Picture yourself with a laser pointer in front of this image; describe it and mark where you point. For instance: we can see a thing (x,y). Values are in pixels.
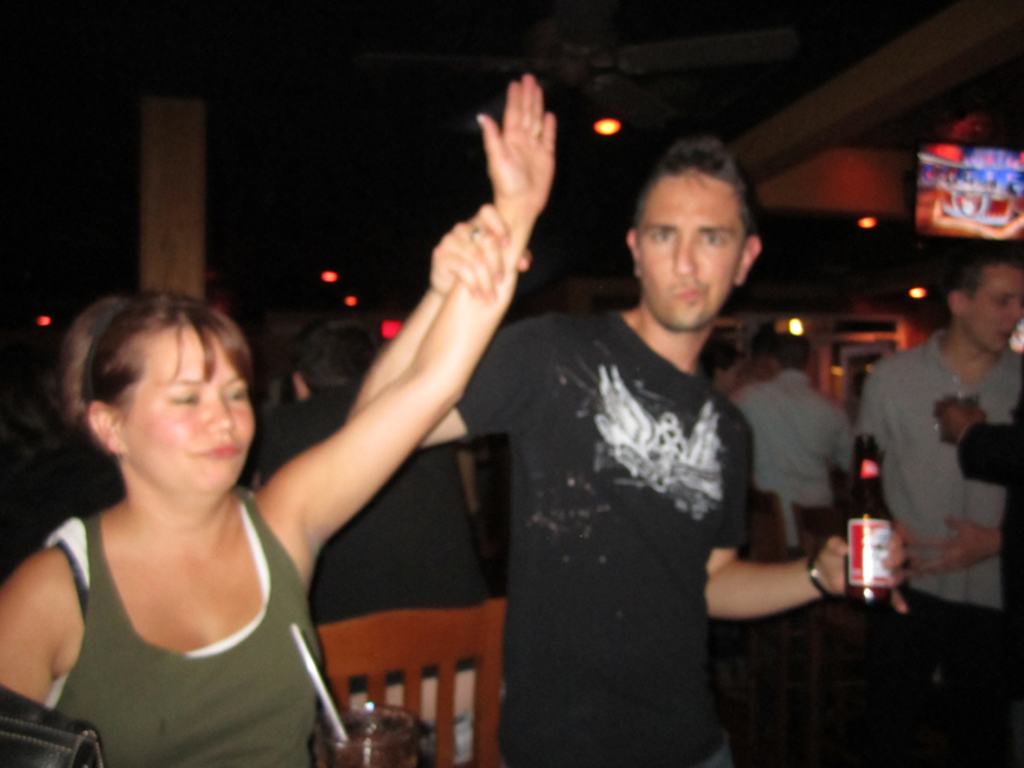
in this image there is one women (213,681) standing at left side of this image (163,611) and one man (636,574) standing in middle of this image (677,504) is wearing black color t shirt (653,576) and holding a bottle (861,548) and there are some other persons (281,401) in the background (918,387). There is one television (961,218) at top right side of this image (968,192) and there is a chair (467,630) at bottom of this image (480,638) and there is one glass (380,725) with straw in the bottom of this image (374,732). There is one object (63,742) at bottom left corner of this image (92,738) and there are some lights (346,300) are arranged at top of this image (611,121).
